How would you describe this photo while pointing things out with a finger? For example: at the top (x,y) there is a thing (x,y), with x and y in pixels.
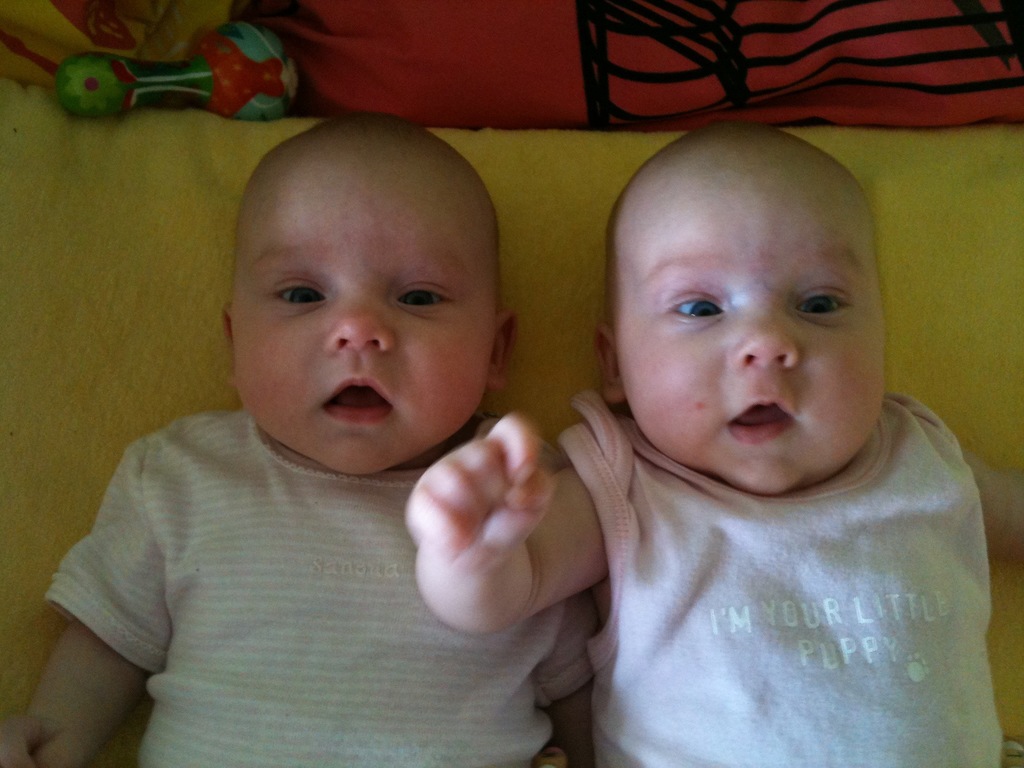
In this image I can see two babies (532,556) laying on the yellow color blanket (169,202), background (245,87) I can see some object (91,112) in green, red and blue color and I can also see the other cloth (547,57) in red and black color.
